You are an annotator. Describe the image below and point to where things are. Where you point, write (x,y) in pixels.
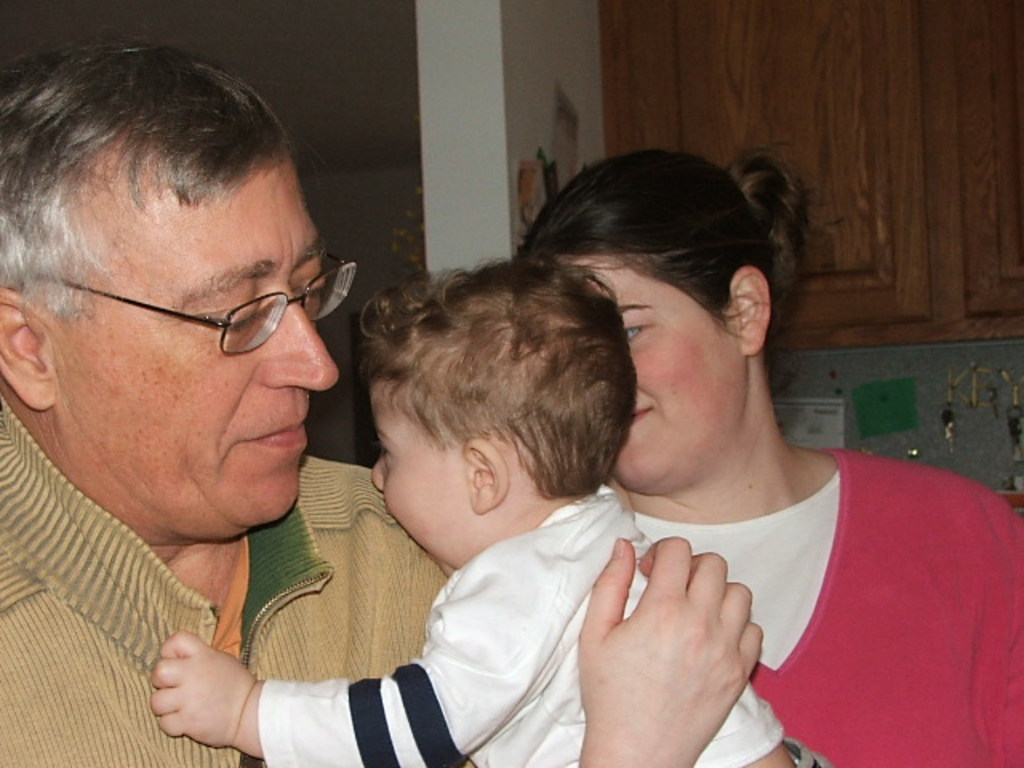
In this image in the foreground (732,511) there is one man (264,537) and one woman (713,359) who are standing and man (334,584) is holding a baby (556,619), in the background (626,94) there is a cupboard (700,138) and on the wall (882,368) there are some posters (908,406).
